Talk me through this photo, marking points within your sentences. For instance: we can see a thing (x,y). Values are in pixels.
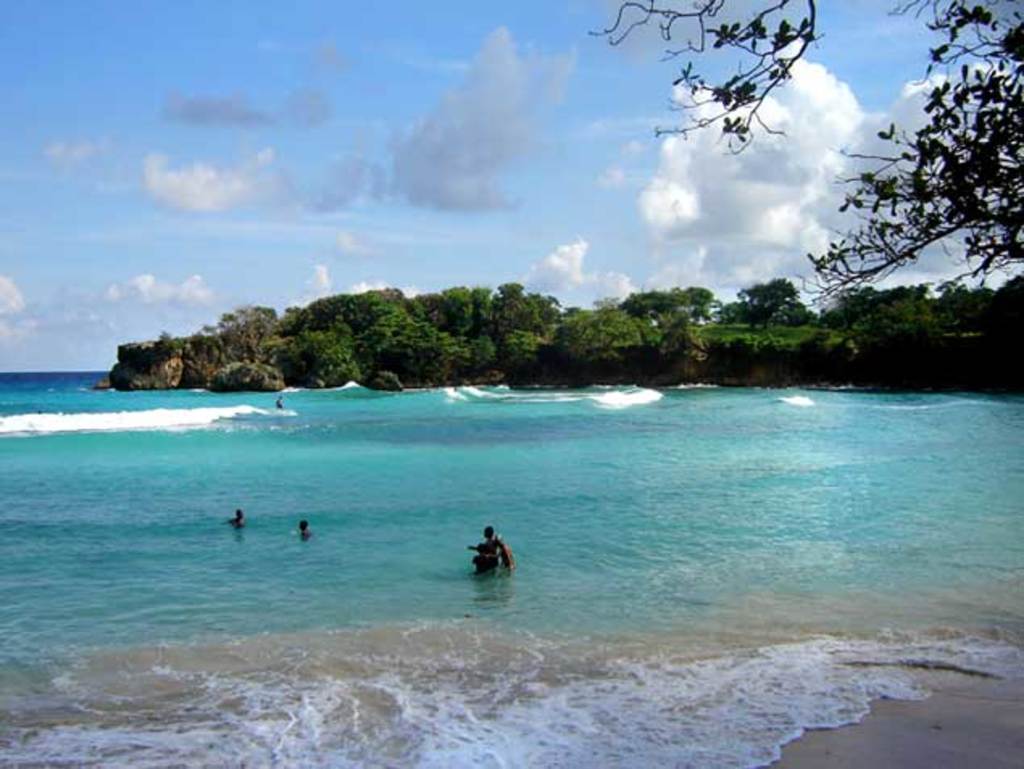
In this image it seems like an ocean (396,497) in which there are few people (492,558) swimming in it. At the bottom (647,711) there is water (614,671). In the background (551,342) there are trees (478,351). At the top (415,99) there is the sky (415,99).
